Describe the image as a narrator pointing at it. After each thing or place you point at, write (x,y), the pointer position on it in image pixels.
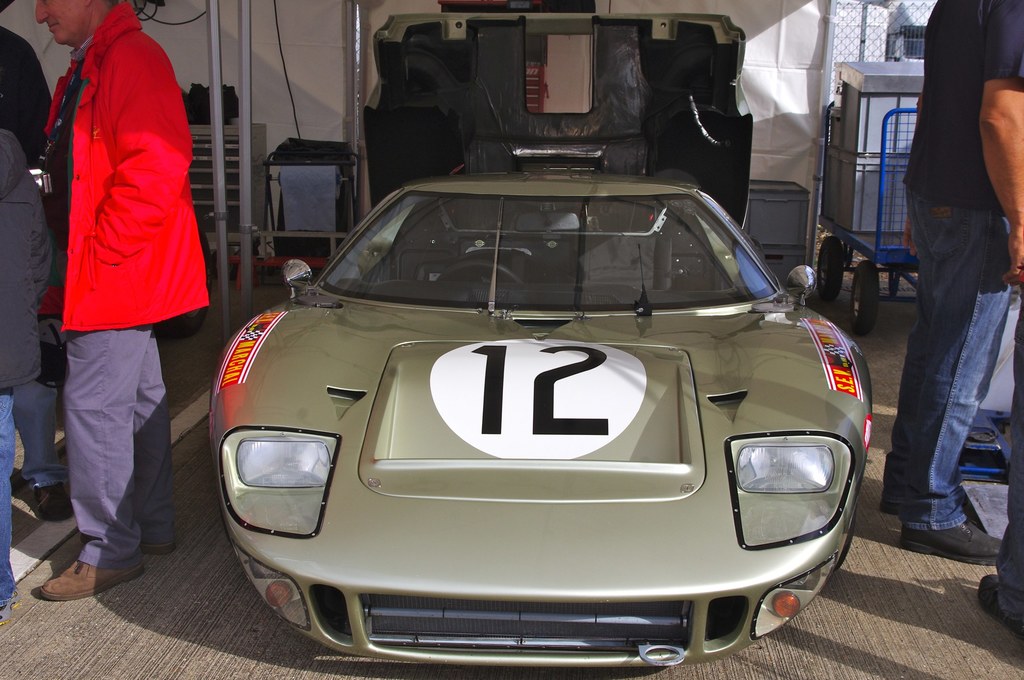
In this image we can see green color. Both sides of the image men (85,243) are standing. Background of the image (794,92) white color sheet (801,75) and some metal things (847,145) are present.
